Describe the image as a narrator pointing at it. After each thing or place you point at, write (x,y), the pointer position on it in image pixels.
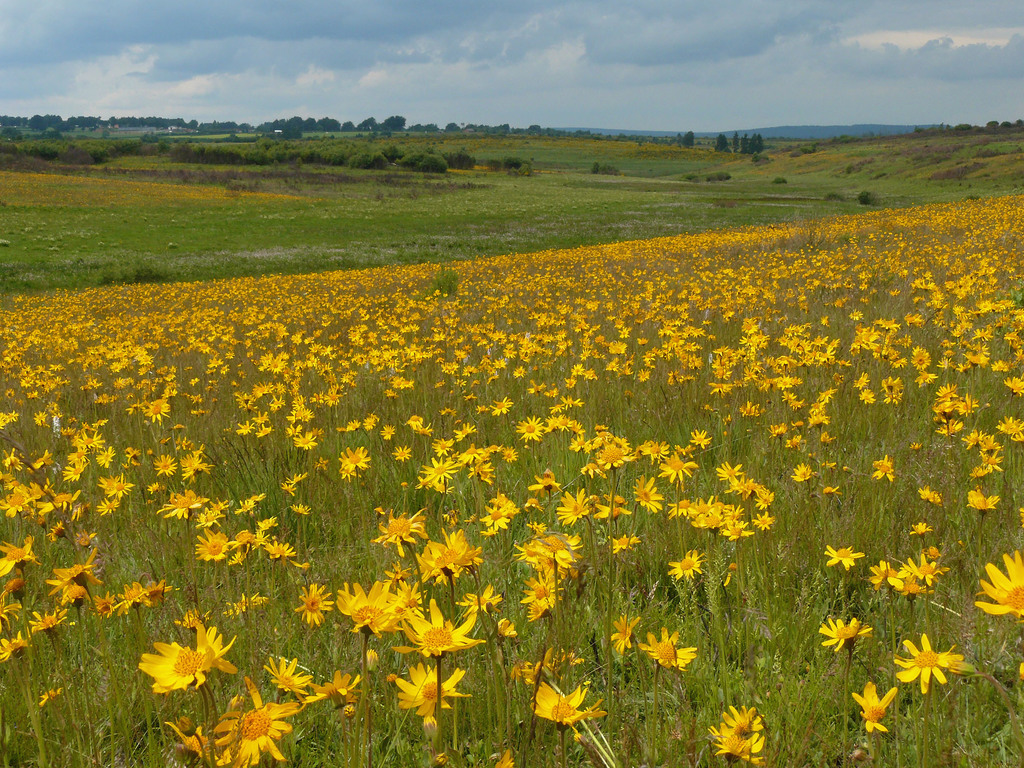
In this image, we can see so many plants (86,642) and flowers (378,537). Background (995,153) we can see few plants (970,171), trees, hill (810,155) and cloudy sky (422,105).
